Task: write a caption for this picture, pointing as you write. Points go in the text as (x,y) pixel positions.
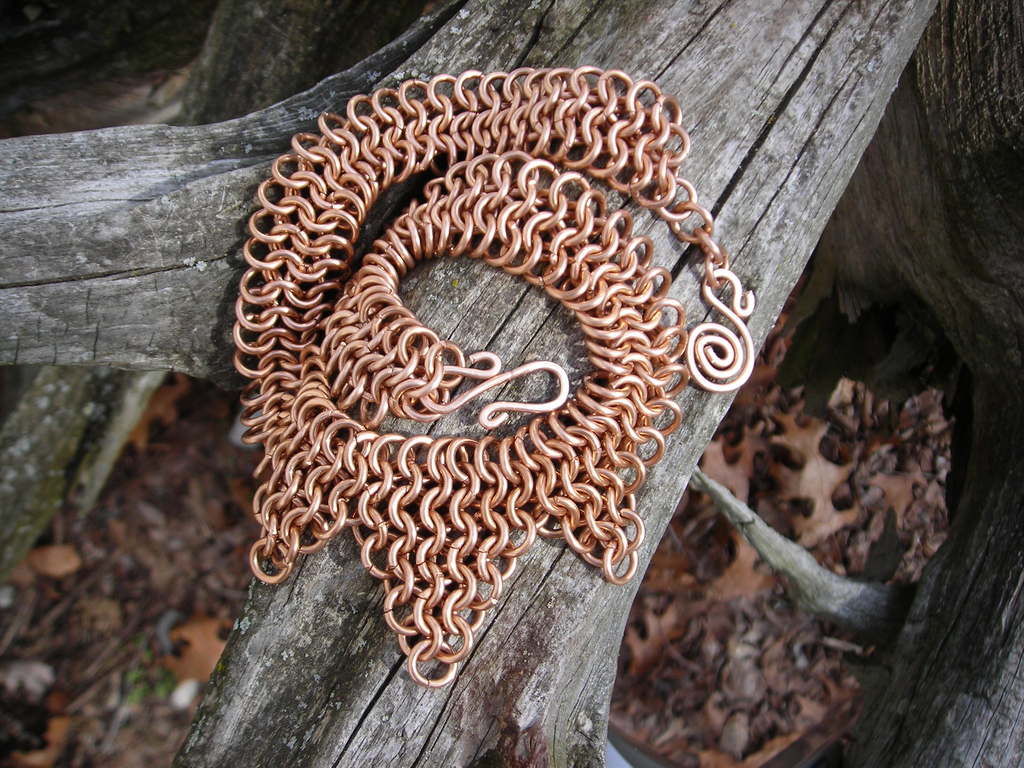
In this image there is a metal chain (320,441) on the wooden trunk (711,179). Behind there are wooden trunks (61,502). Background (129,535) there is a land (32,613).
